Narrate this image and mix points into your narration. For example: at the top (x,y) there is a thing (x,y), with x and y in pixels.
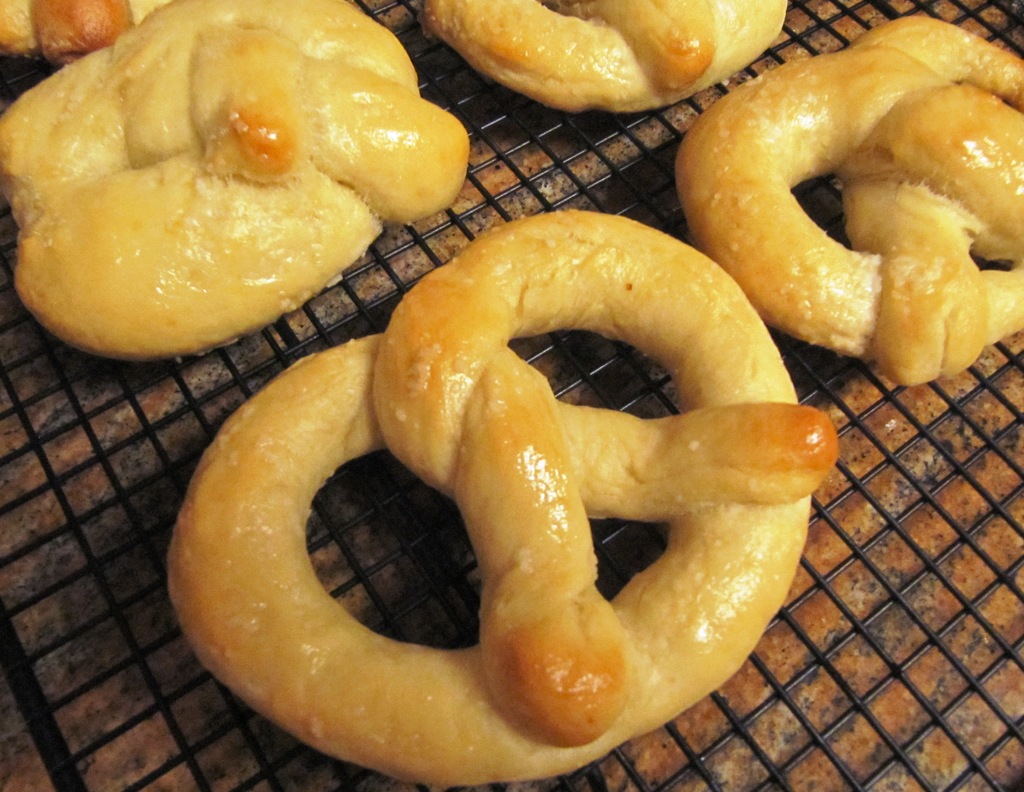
In the image in the center (442,512) we can see one table (111,545). On the table (900,636), there is a grill (677,155). On the grill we can see some food items (774,196).
